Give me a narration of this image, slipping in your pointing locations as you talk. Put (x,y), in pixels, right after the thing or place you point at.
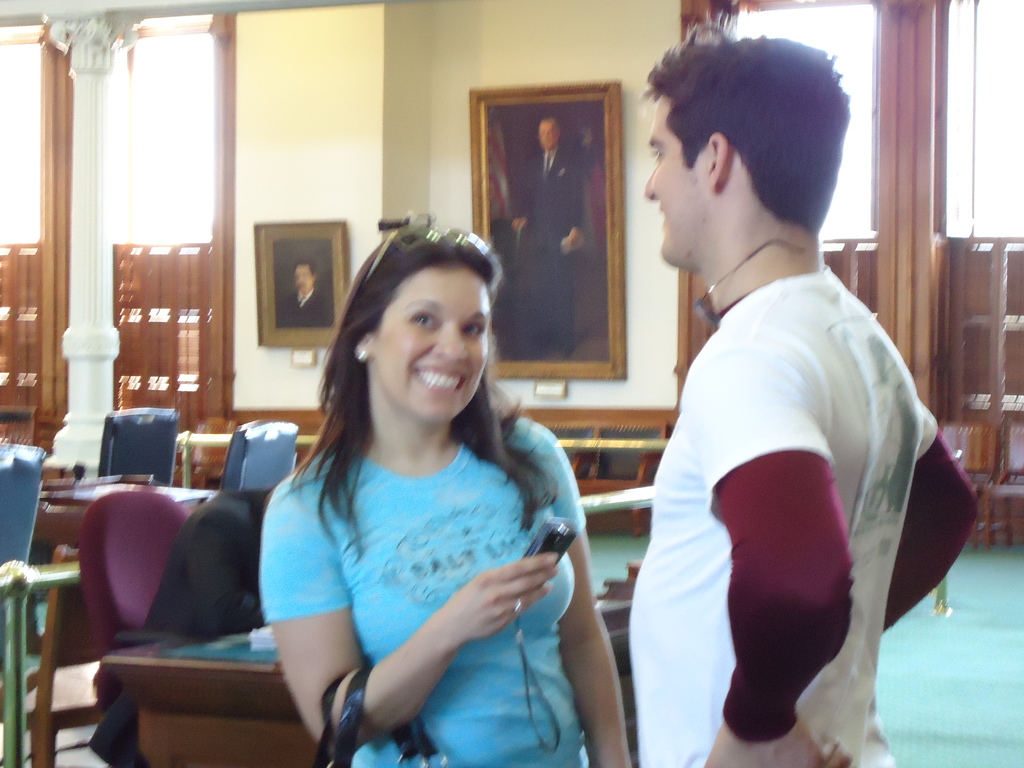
In this image I can see a woman (397,587) wearing blue t-shirt (390,511), smiling and holding mobile (543,549) and bag (342,757) in her hand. Beside her there is a man (680,578) wearing white t-shirt (696,496), standing and smiling. In the background (355,108) I can see a wall (404,83) and some frames (527,200) to it. On the left side of the picture (107,228) I can see a pillar (94,234). And in the background (83,560) there are some chairs (105,614) and table (187,696) and some papers (254,644) on it.
